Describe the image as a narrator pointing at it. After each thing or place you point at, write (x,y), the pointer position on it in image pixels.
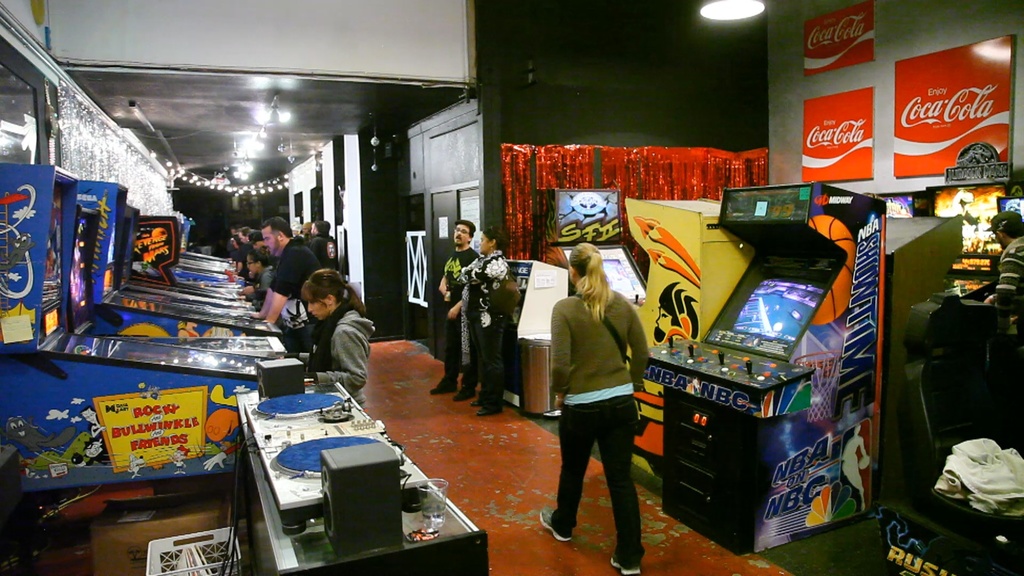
This is the picture of a room (432,40). On the left side of the image (331,259) there are group of people (305,283) standing at the machine (225,397). There is a speaker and glass (431,491) on the table (409,548). On the right side of the image (685,353) there is a woman (608,285) walking and there are two persons (448,328) standing and there is a person (1018,332) standing at the machine (990,149) and there are machines (1016,516). At the top (937,71) there are lights (745,14) and there are boards (871,6) on the wall (901,11). At the bottom (154,501) there is a cardboard box (107,511).
